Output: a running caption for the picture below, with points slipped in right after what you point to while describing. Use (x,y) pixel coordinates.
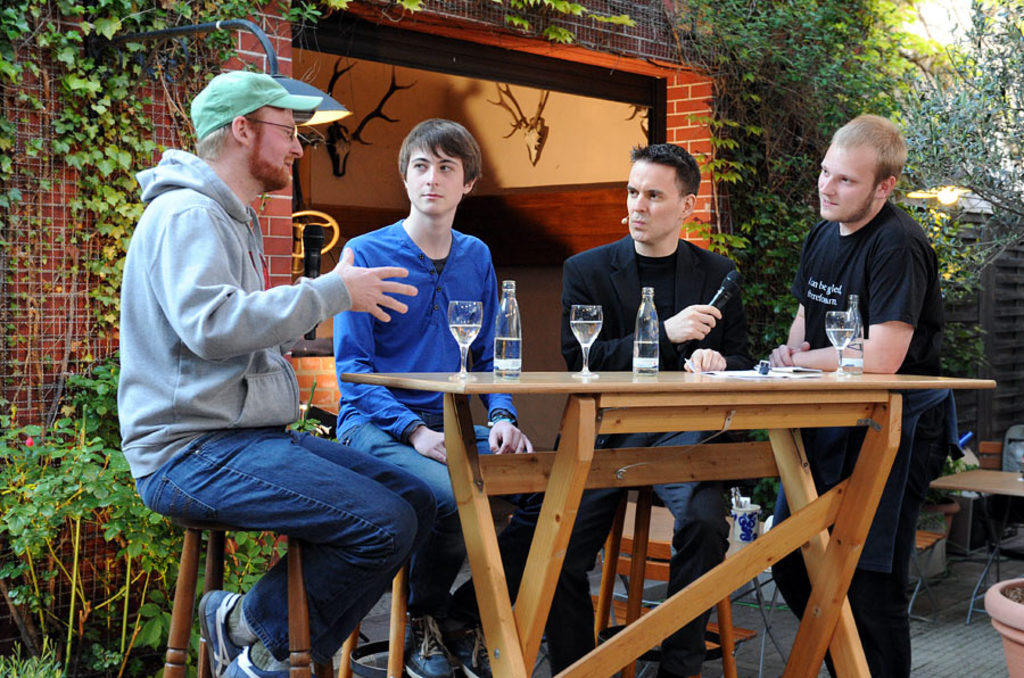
In this picture there are four men (625,301). Three are sitting and one man (895,355) is standing. There is a bottle (507,339), glass (476,325) on the table (688,391). There are few plants (969,76) and a flower pot (1008,610). There is a light (950,200).
